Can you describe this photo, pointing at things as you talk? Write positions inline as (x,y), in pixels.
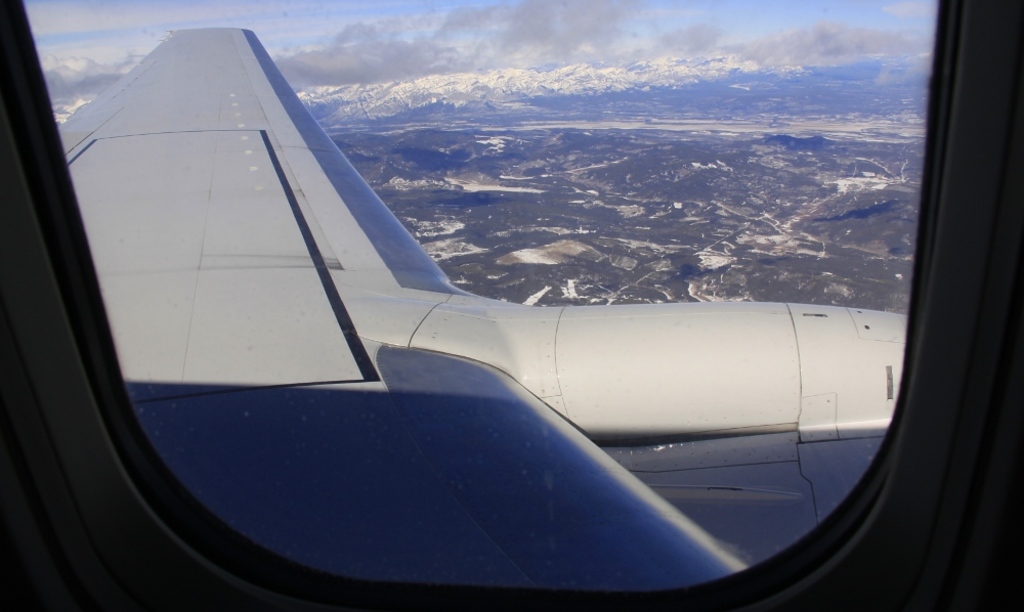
In this image we can see the wing (436,276) of an airplane (529,313). We can also see the mountains (515,74) and the sky (556,53) which looks cloudy. In the foreground (897,565) we can see a window (895,548).
